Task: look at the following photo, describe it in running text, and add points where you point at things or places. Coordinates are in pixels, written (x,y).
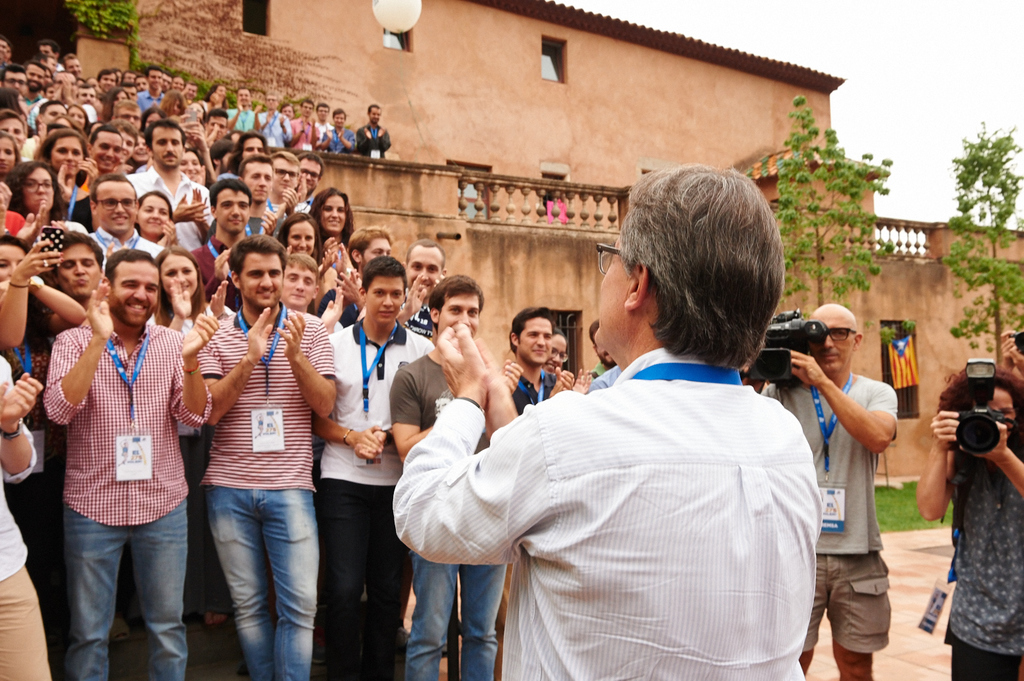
This image is clicked outside. There are trees (828,158) on the right side (891,252). There is sky (824,32) at the top (877,70). There is a building (463,272) in the middle (484,260). There are so many people (325,229) standing on the left side (179,270). They are clapping. On the right side (774,356) there are two persons (835,320) holding cameras (978,436).
